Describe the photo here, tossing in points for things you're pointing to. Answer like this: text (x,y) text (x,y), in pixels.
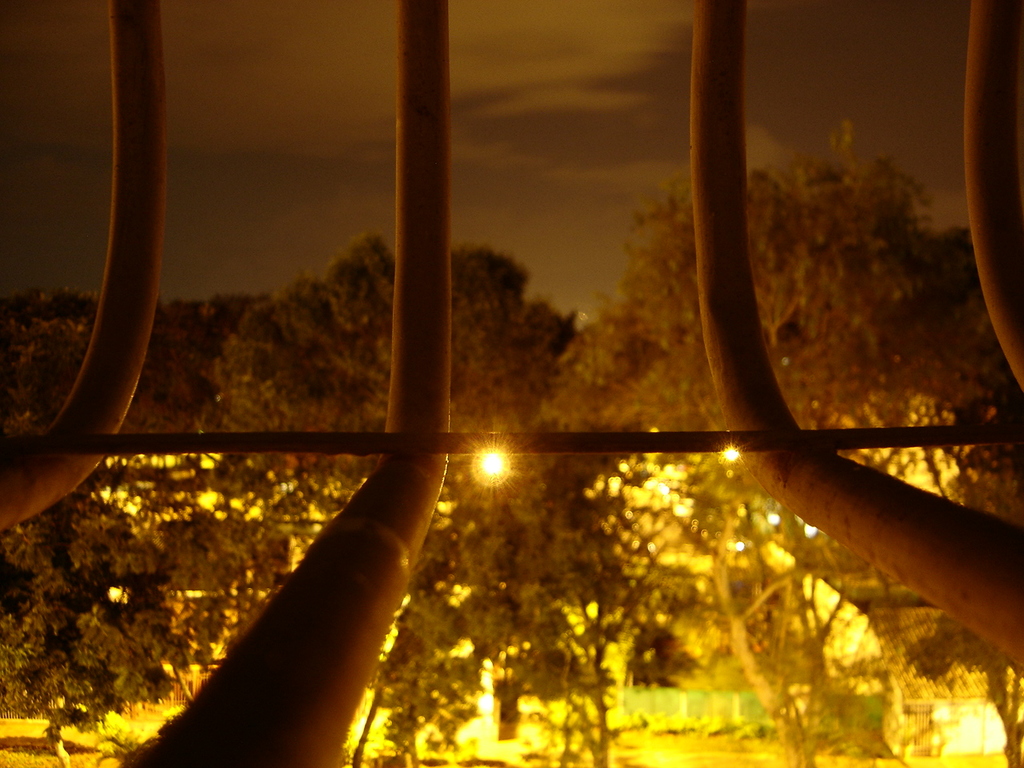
In this image in front (680,437) there are rods (515,446). In the background of the image (469,385) there are trees (469,385), lights (614,480), buildings (915,652) and sky (604,136).
